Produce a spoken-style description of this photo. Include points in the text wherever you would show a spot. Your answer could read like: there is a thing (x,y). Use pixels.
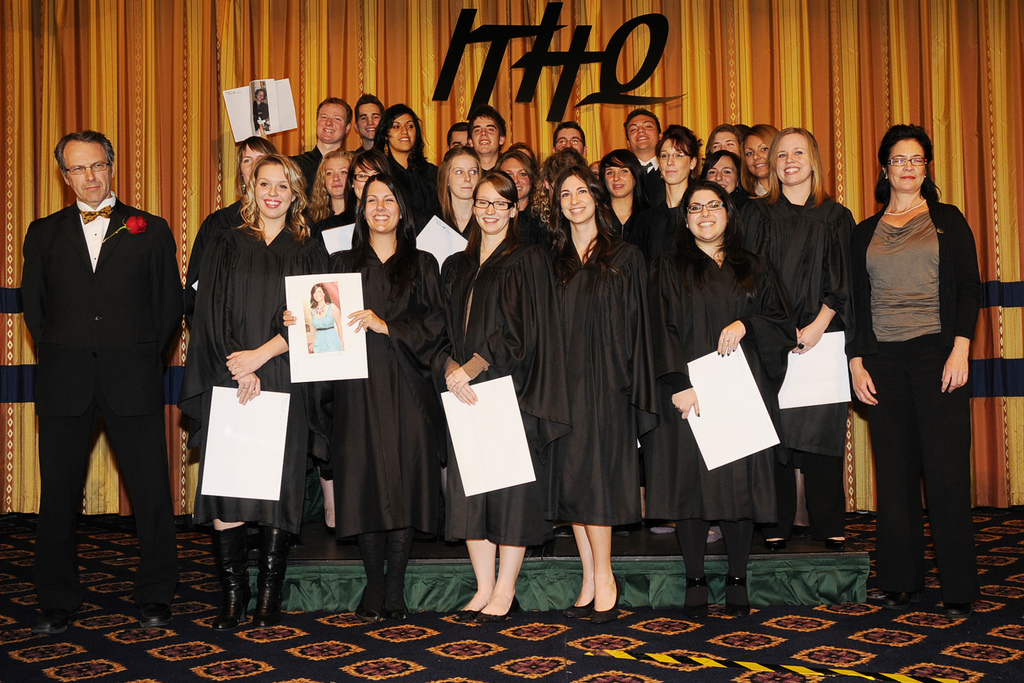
In this image there are group of persons (401,312) standing, the persons (459,337) are holding objects (824,379), at the background of the image (916,82) there is a curtain (915,72), there is text (658,51) on the curtain (596,65), there is a folder (242,110) in front of the curtain (221,92).
